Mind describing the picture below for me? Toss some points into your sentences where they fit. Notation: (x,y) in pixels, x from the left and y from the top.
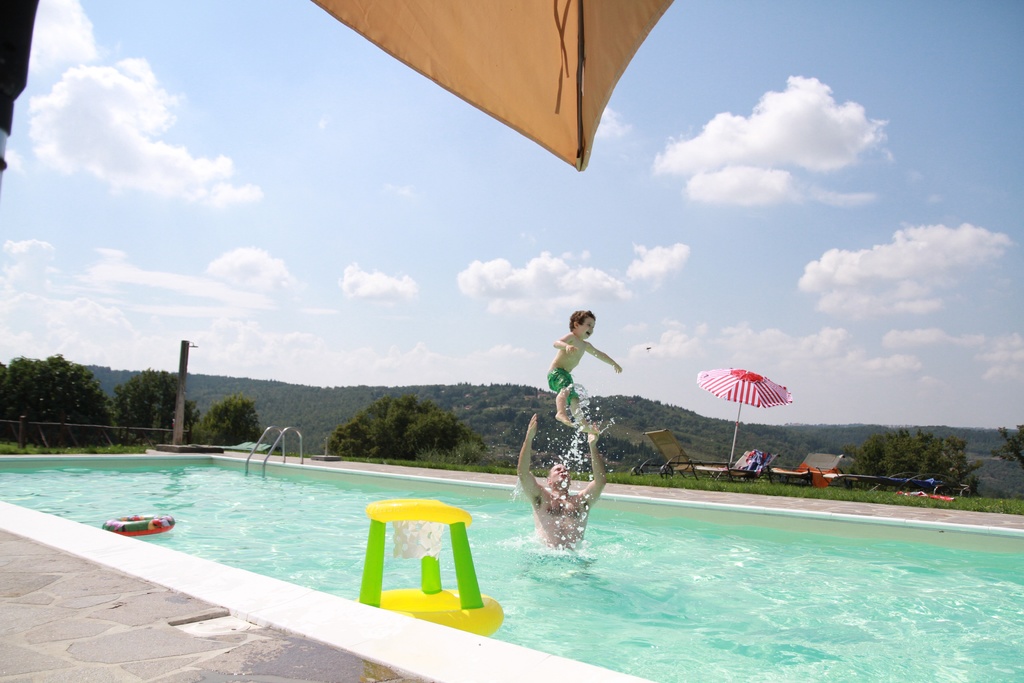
In this picture there is a swimming pool (472,522) at the bottom side of the image (467,527) and there is a man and a small boy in the pool (47,473), there are swimming tubes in the pool (207,524) and there is an umbrella (575,164) at the top side of the image (366,5) and there is another umbrella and chairs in the image, there are trees (709,421) in the background area of the image (672,405).
